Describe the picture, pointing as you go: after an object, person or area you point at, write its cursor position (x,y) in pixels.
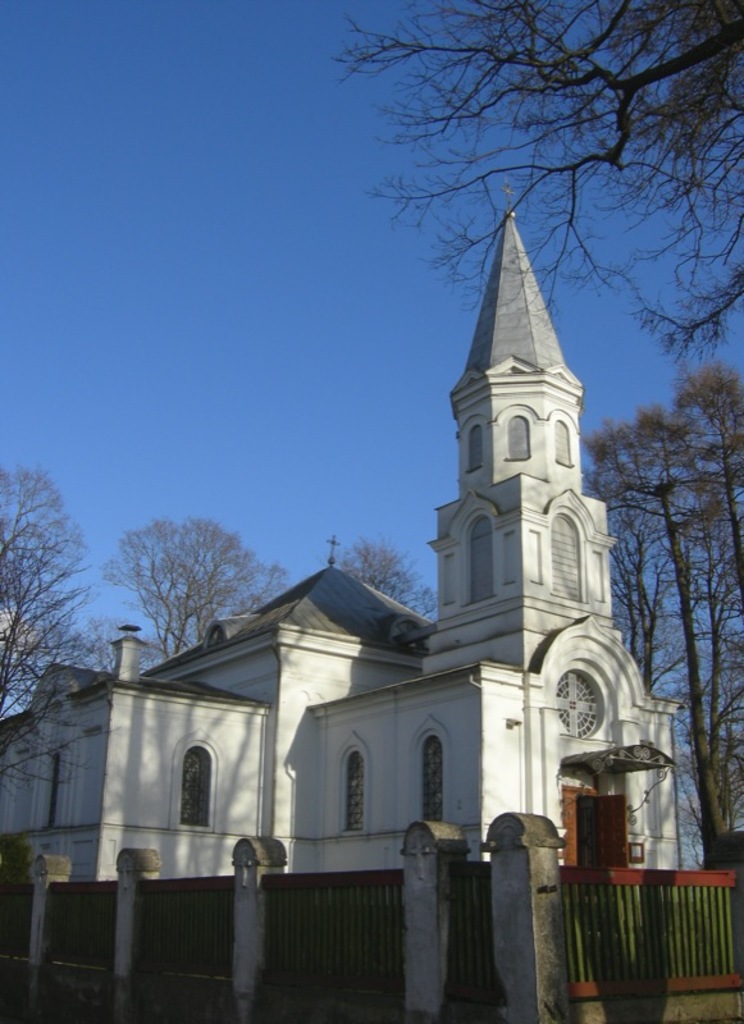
In this image, we can see a building (447,729) and there is a compound wall (626,898), there are some trees (621,515), at the top (259,269) there is a blue sky (262,301).
